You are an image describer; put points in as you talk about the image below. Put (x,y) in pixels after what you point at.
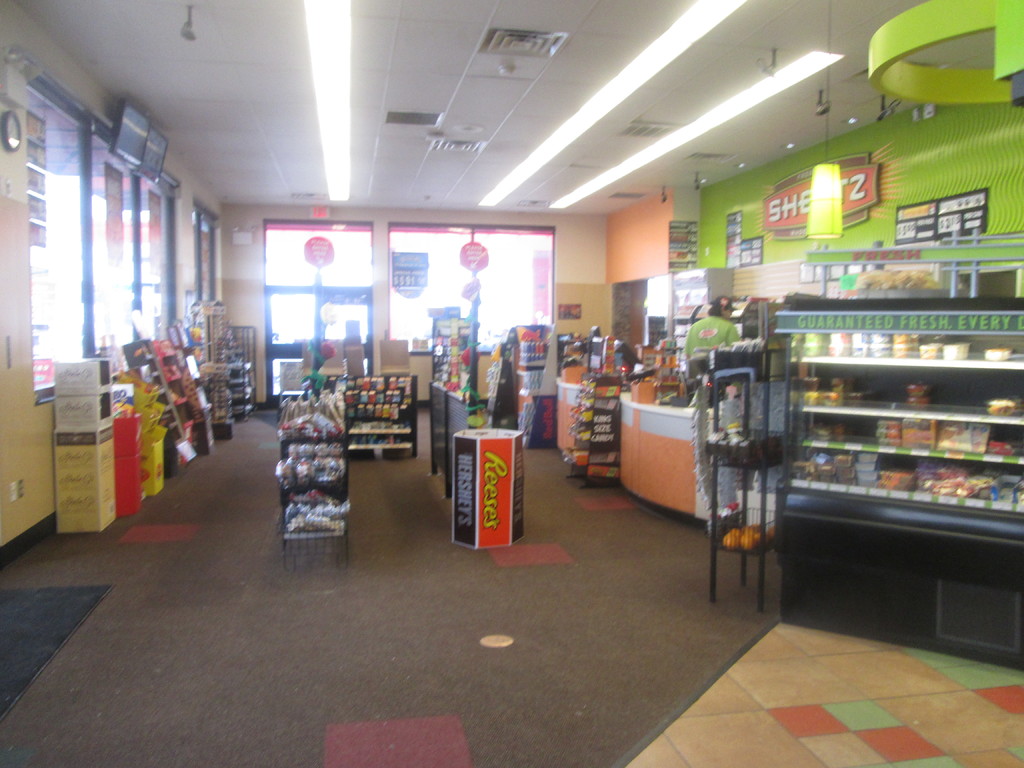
There is a supermarket (540,625). In which, on the left side (229,364), there are different items (220,391) arranged on the floor (110,532), near glass windows (107,244), clock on the wall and two monitors (120,135) attached to the wall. In the middle (506,474), there are other items (334,448) arranged. On the right side (1006,585), there are items (837,401) arranged on the shelves (1015,459). Which are covered with a glass (890,363), there are hoardings (951,322), light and other objects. In the background (338,254), there is a glass door (325,298) and there are lights (327,44) attached to the roof (602,160).
